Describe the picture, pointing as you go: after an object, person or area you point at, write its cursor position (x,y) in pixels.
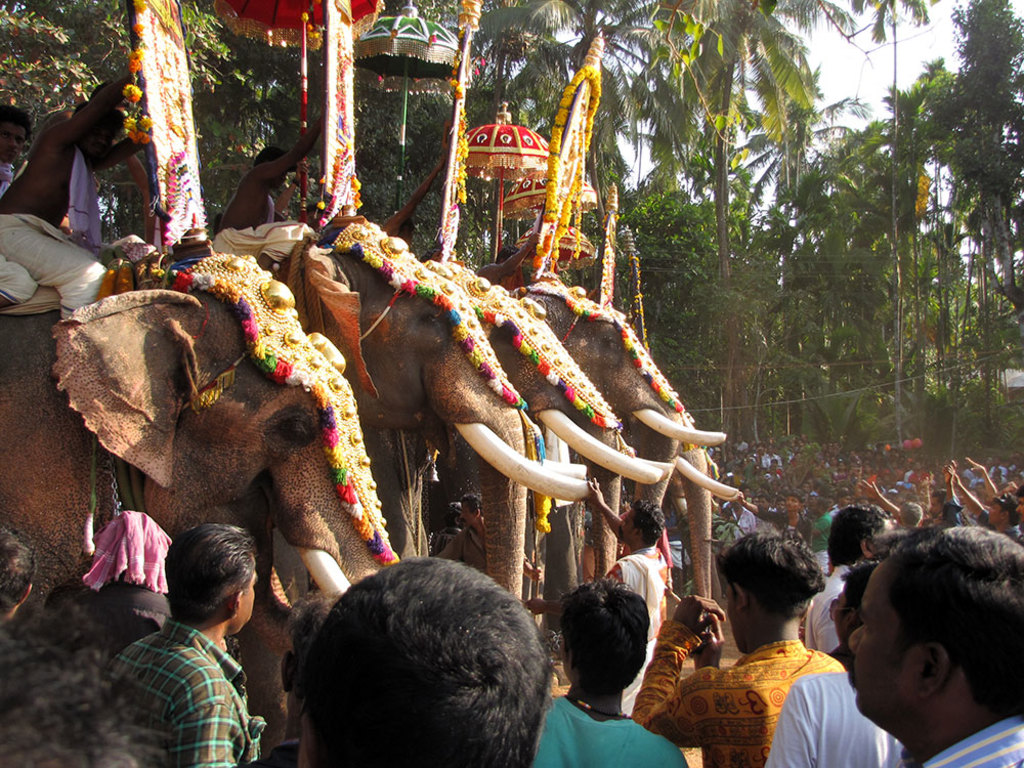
This image is clicked outside. In this there are elephants (483,428) and many people (824,617). To the left (198,412), there is a elephant (63,356) on which two persons (48,243) are sitting. In the background (644,307), there are many trees (811,181) and sky (902,89).
